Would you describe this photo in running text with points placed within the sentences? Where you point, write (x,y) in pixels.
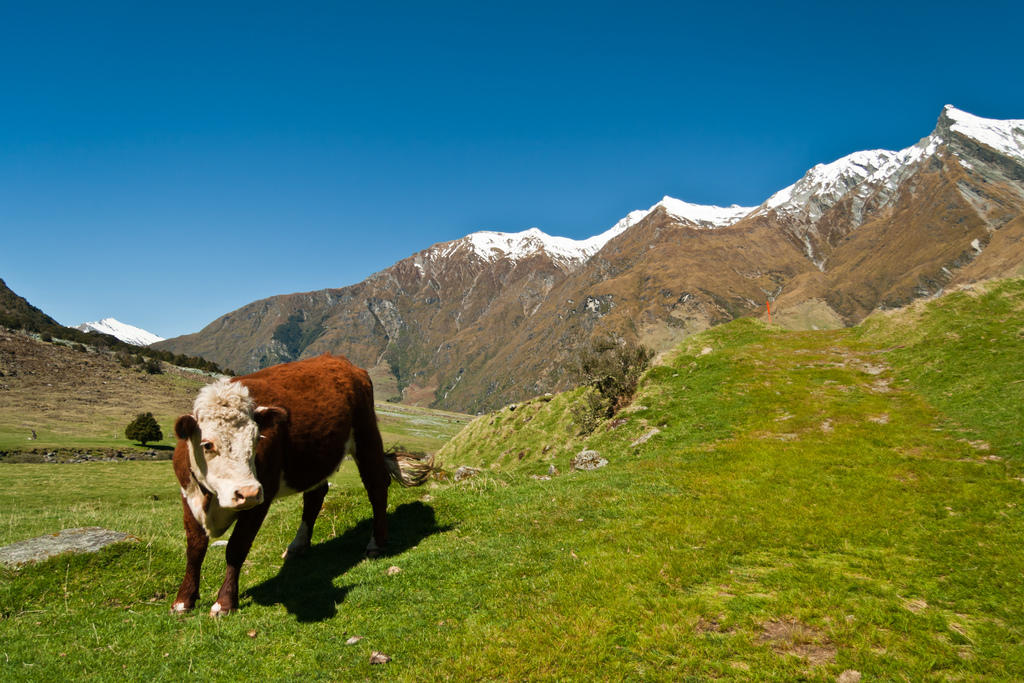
In the image we can see there is a cow (315,471) standing on the ground (457,523) and the ground (492,512) is covered with grass (166,402). Behind there are trees (157,438) and there are mountains (454,250). The sky (381,118) is clear.
